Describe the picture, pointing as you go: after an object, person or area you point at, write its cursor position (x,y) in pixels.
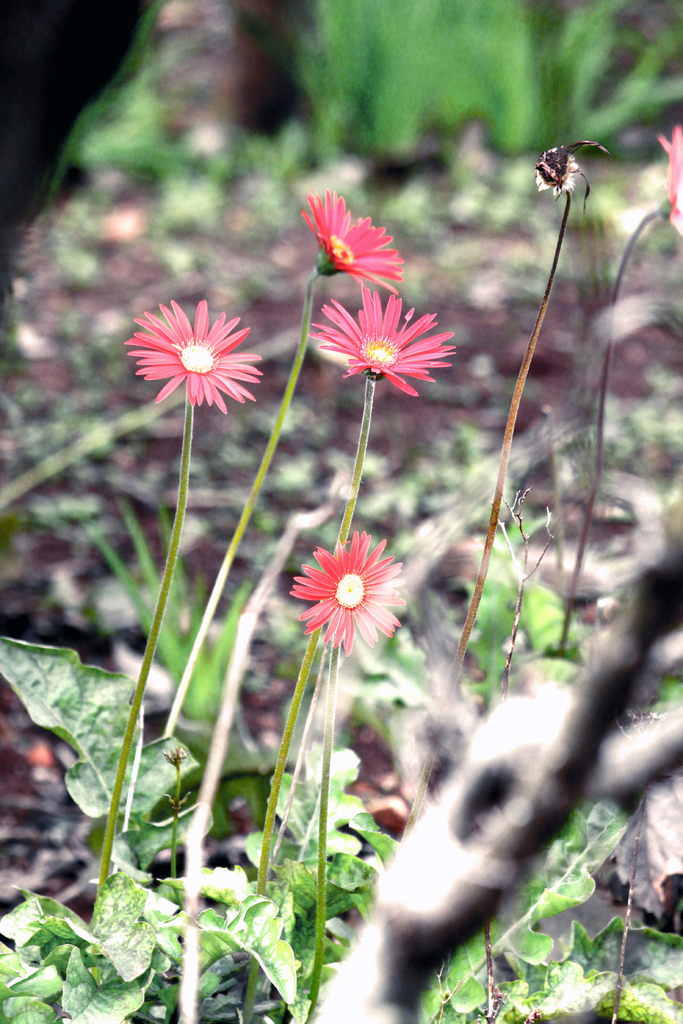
In this image in the front (346,587) there are flowers (320,348) and leaves (260,846) and the background (552,128) is blurry.
